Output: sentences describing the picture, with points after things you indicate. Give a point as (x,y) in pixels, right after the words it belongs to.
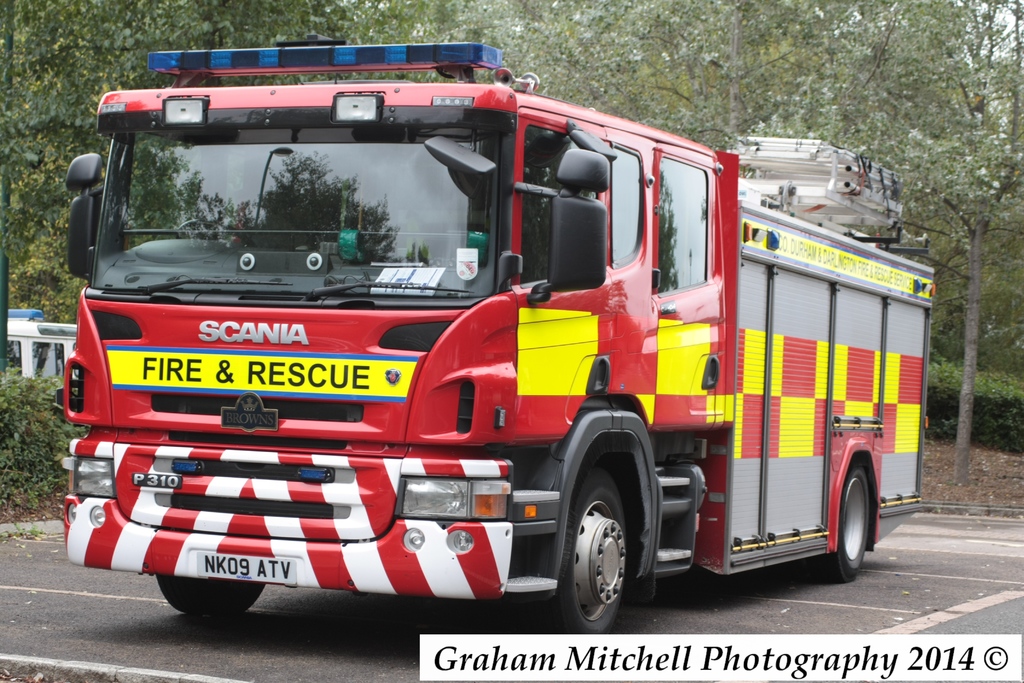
In this image there is a vehicle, there is the road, there are trees (254,12) truncated towards the top of the image (62,63), there is a vehicle (37,340) truncated towards the left of the image (30,358), there are plants (14,406) truncated towards the left of the image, there are plants (978,391) truncated towards the right of the image (998,401), there is text (809,651) towards the bottom of the image (534,671).
